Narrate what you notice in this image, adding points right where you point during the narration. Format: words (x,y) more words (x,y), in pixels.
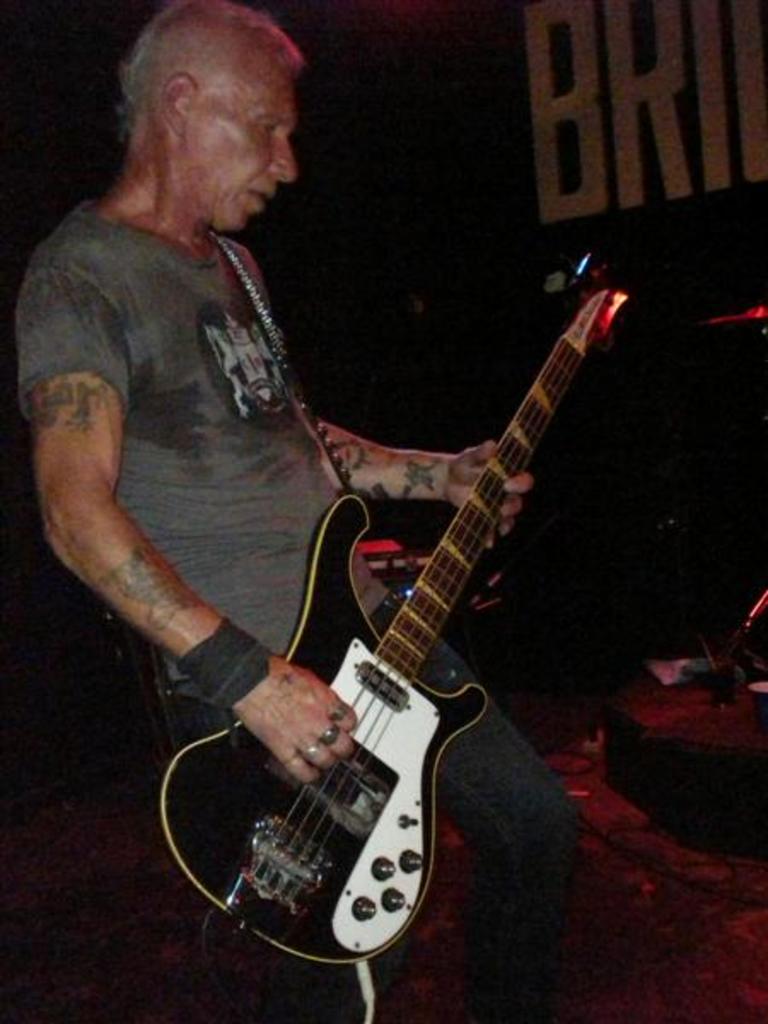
There is a man (219,398) green t-shirt (242,504) is standing and playing a guitar (347,859). To his hand (296,746) there is a band (230,688). And some rings (311,746) to his fingers (309,771). And to the right side (673,688) there is an item (673,663).
